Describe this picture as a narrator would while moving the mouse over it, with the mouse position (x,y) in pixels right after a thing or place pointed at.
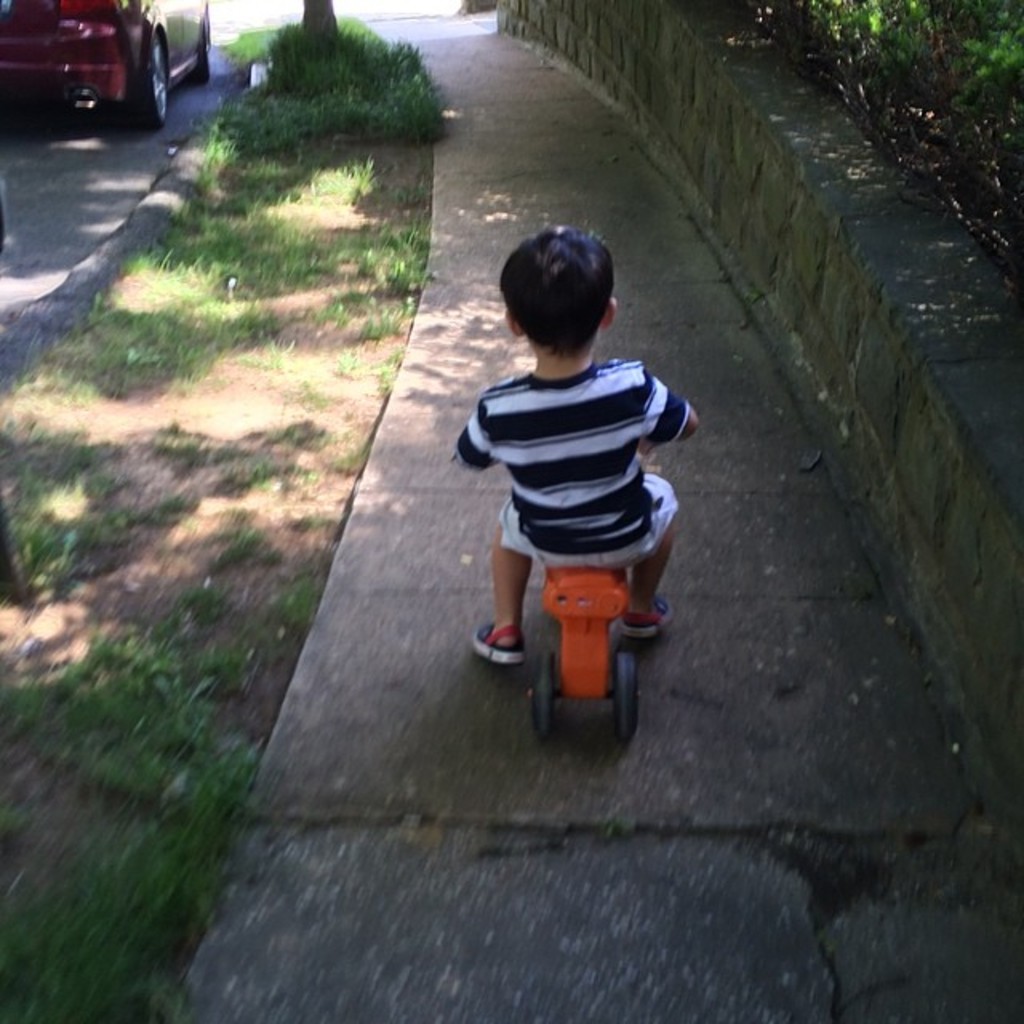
In this picture I can see there is a kid (557,388) riding a bicycle (623,723) on the walk way (357,834) and there is a car (89,20) parked here and there are plants (853,57) on right (938,82).
